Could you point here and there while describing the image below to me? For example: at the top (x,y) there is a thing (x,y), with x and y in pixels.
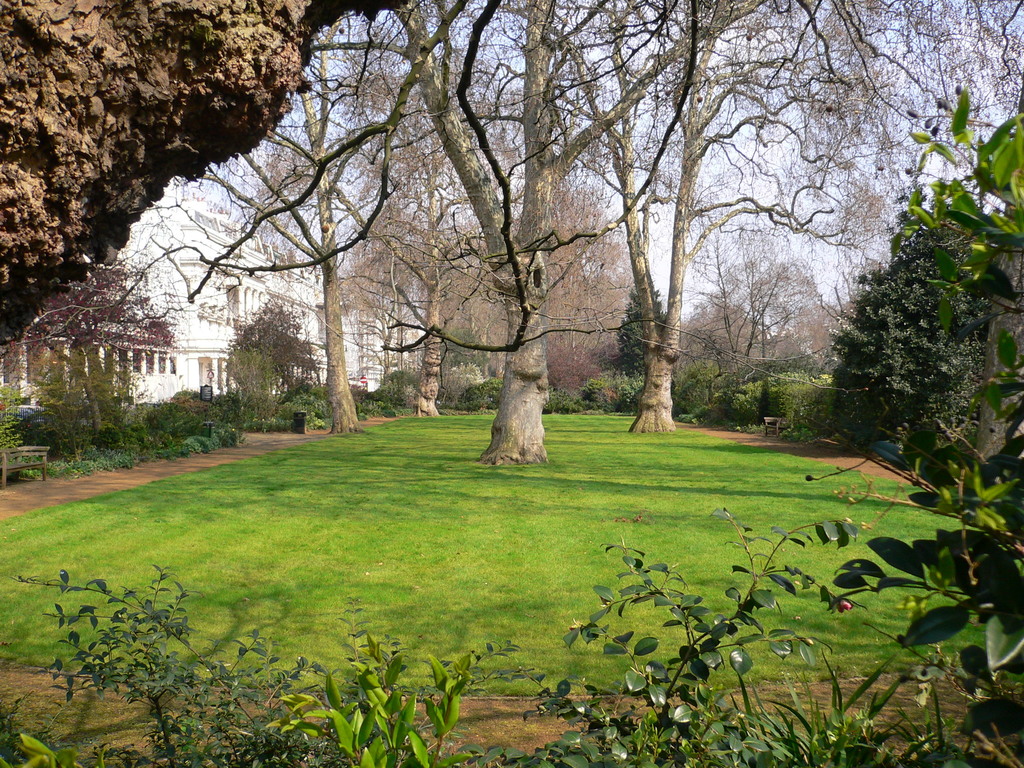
In the foreground of this image (510,660), there are few plants (593,737), grass land (373,541), trunk (108,150) and few trees (432,349). In the background (227,365), there are few trees (638,346), sky (665,232) and a building (289,287).
